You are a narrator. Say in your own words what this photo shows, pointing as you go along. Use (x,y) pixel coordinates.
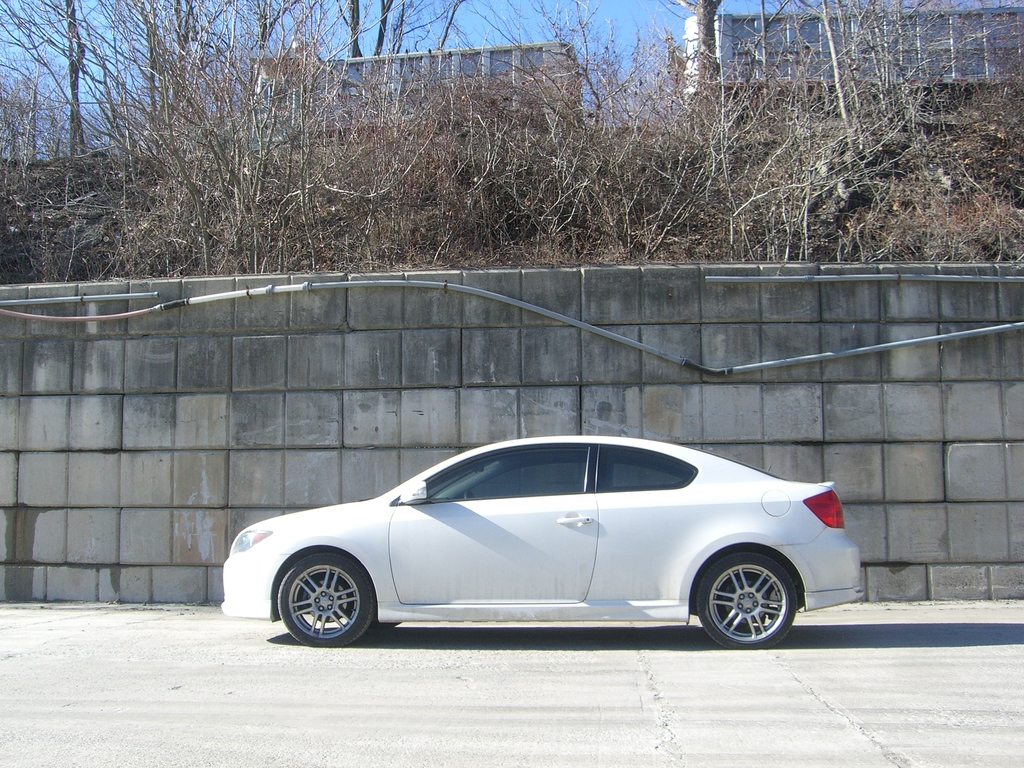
In the center of the image (550,512) there is a car (326,600) on the road (234,736). In the background (359,358) we can see wall (492,323), plants (509,153), trees (238,159), buildings (296,67) and sky (432,19).
